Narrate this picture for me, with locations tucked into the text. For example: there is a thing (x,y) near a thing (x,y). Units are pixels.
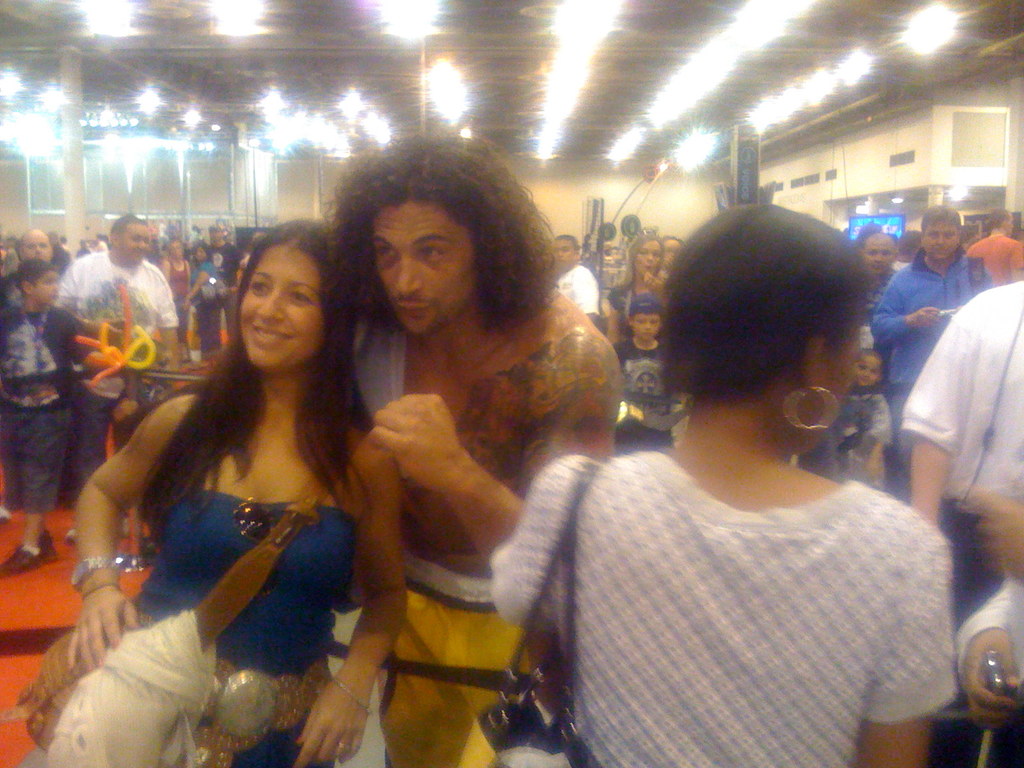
In the picture I can see two persons (357,469) standing and there are few persons (1006,488) standing in the right corner (894,471) and there are few other people (38,263) standing behind them and there are few lights (388,18) attached to the roof (475,16) above them.
